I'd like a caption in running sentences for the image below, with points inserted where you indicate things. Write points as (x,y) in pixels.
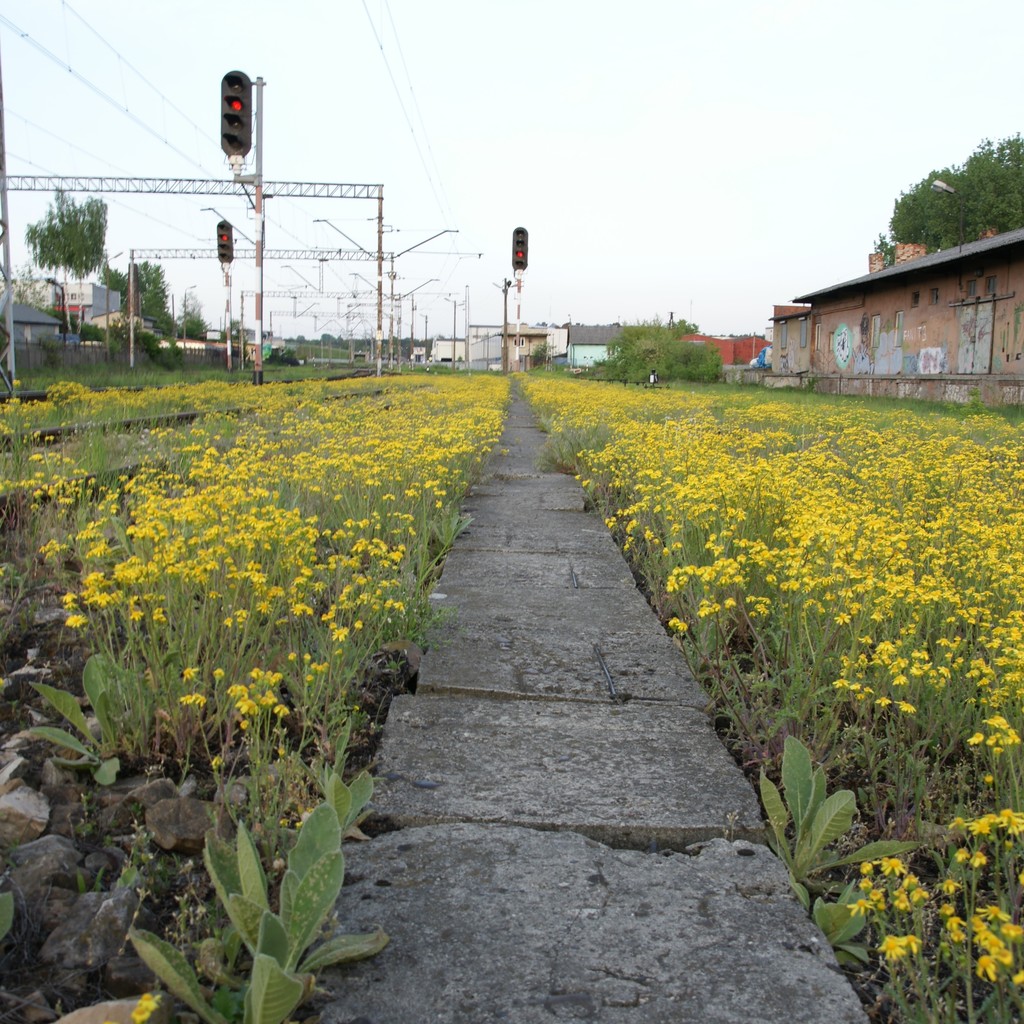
In the center of the image (473,636) there are cement blocks (582,806). On both right and left side of the image (186,458) there are plants (854,459), buildings (829,352), trees (302,344), traffic signals (228,257), poles (520,287), rods (321,198). In the background of the image (351,204) there is sky (694,48).
